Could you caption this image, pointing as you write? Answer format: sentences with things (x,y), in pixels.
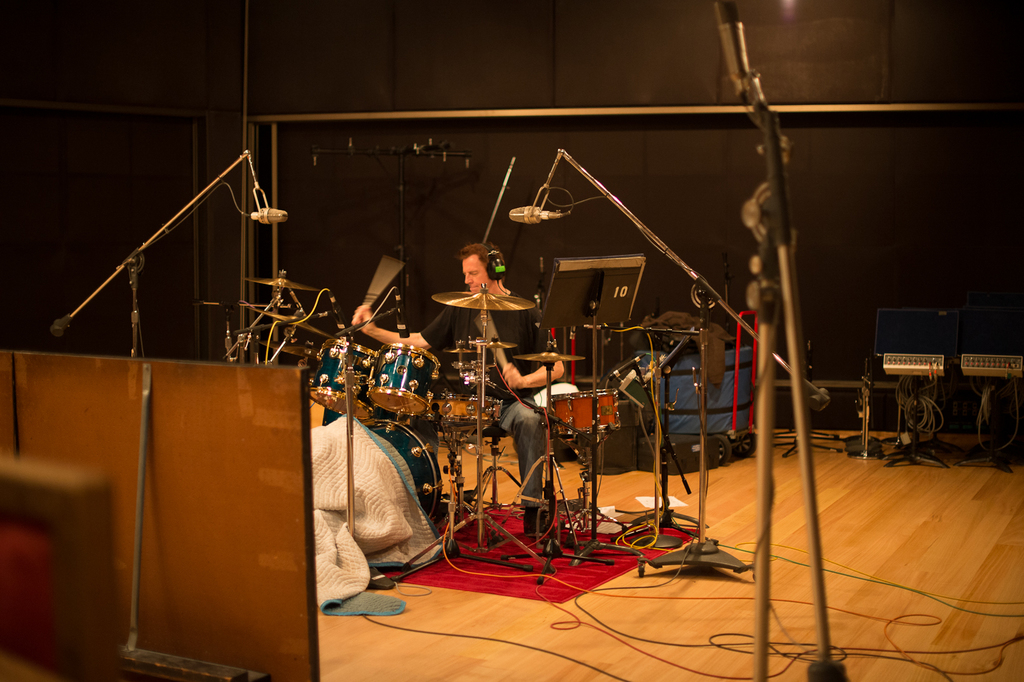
In this picture there is a man (520,378) wearing black color t- shirt (521,364) sitting and playing the band (355,376) in the room (371,409). Behind there is a black wall (330,246). In the front (849,584) bottom side there is a wooden flooring (775,606) with some cables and microphone stand (763,379).
